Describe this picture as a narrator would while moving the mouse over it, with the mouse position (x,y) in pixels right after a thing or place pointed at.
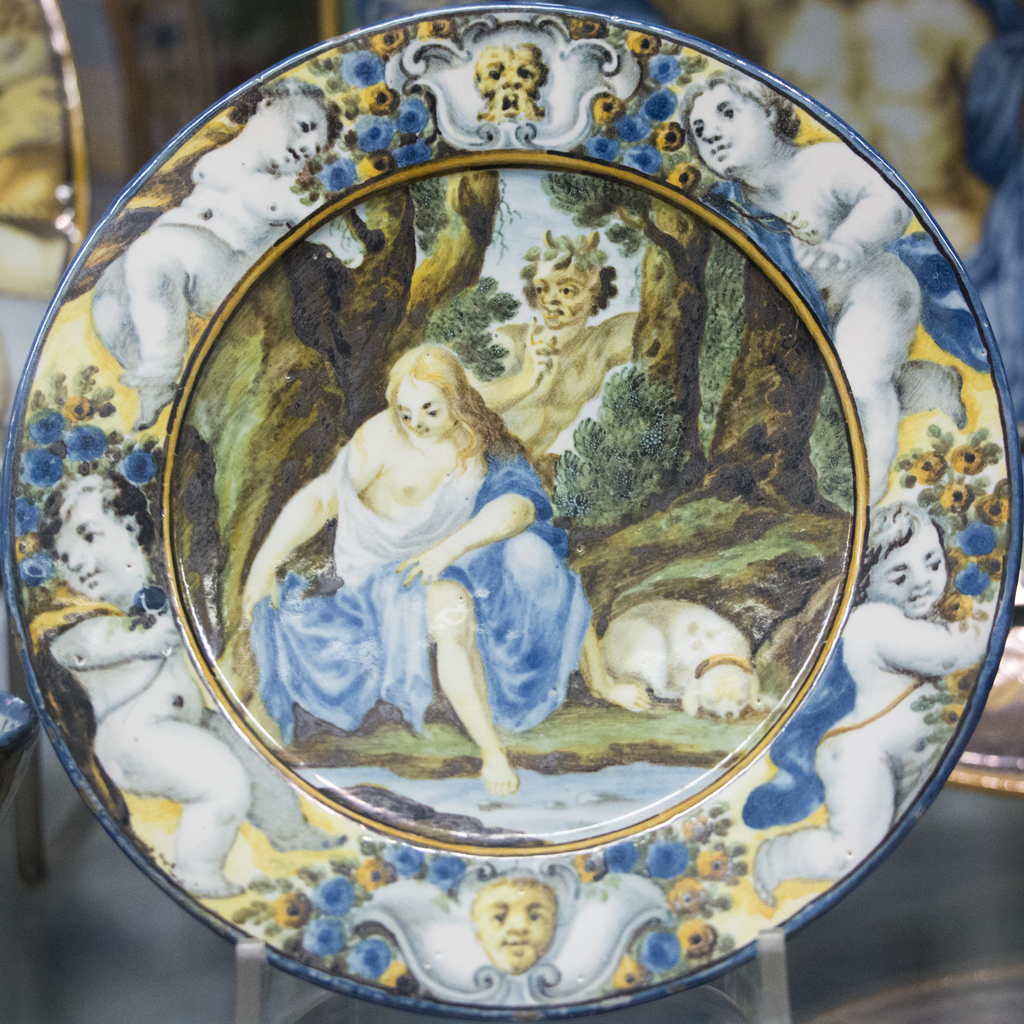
In this picture we can see a decorated plate (342,513) and behind the plate (150,660) there are some blurred objects (40,209).
